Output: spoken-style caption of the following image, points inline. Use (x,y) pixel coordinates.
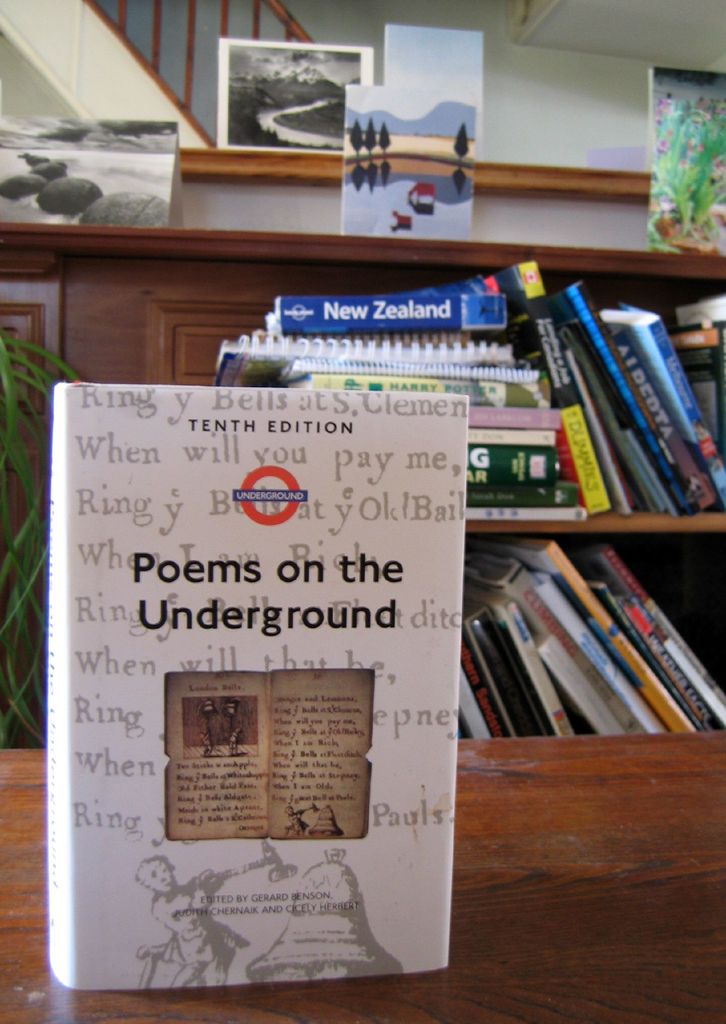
In this picture we can see a book (423,572) in the front (346,802), at the bottom (576,955) there is a wooden surface (576,955), we can see shelves (506,378) in the background (544,379), there are some books (533,375) present on these shelves (590,435), we can also see photo frames (320,122) in the background (384,153).
